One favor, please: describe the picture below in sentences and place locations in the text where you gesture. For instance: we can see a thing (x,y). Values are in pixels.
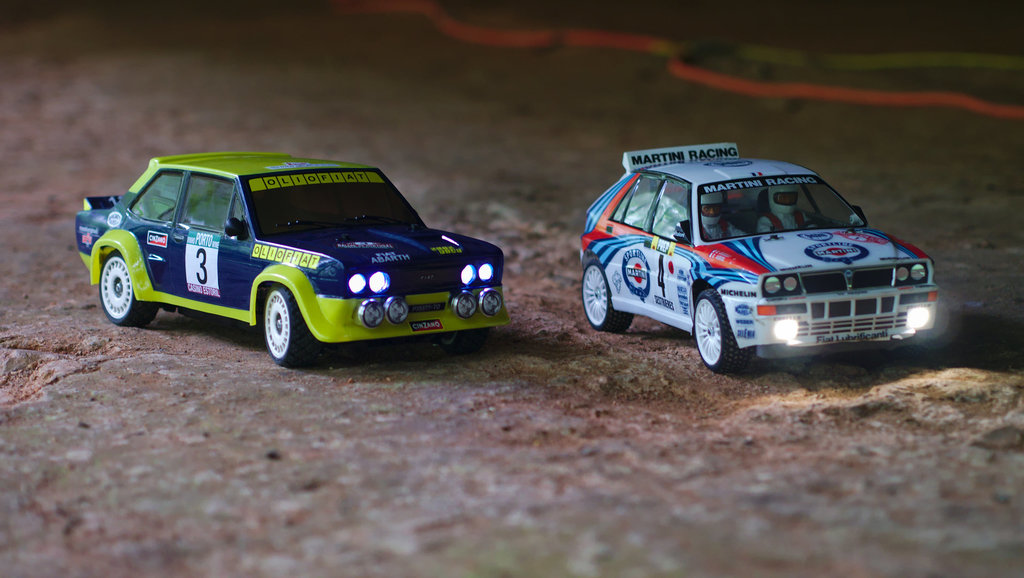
In this image, we can see two toy cars (729,344) on the ground (652,340).
